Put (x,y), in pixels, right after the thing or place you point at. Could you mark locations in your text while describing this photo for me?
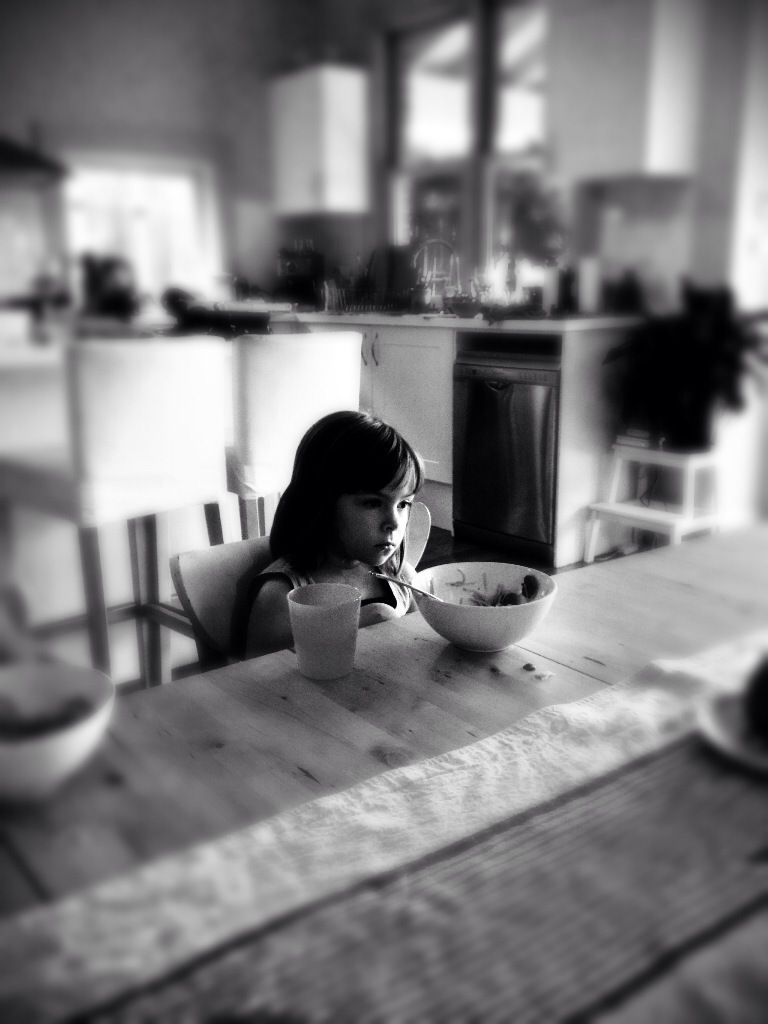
In this image there are tables (449,706) and chairs (204,410). There is a girl (265,588) sitting on a chair (239,591). On the table (195,740) there are bowls (467,649) and a glass (332,612). To the right (691,385) there is a house plant (682,425) on a table (605,506). Beside it there is a kitchen platform (417,319). There are cupboards (391,404) to the wall (657,93). There are glass windows (404,111) to the wall (146,43). The background (133,43) is blurry.
